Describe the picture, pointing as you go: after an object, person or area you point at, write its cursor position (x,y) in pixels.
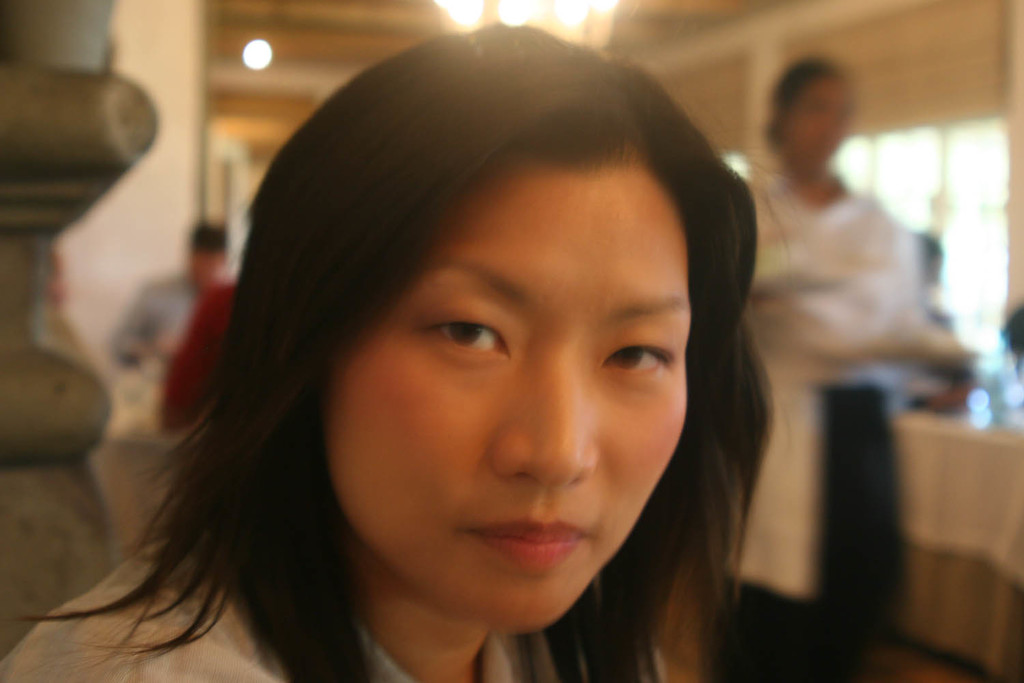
In this picture there is a woman (465,253) who is wearing white dress (226,643). She is sitting near to the wall (59,411). On the right (860,565) there is another woman (840,238) who is the wearing the white shirt (844,258), black trouser (874,456) and she is holding a tray (861,365), beside her we can see some peoples (941,385) were sitting near to the table (919,417). At the top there is a chandelier (602,10). On the left (213,339) there is a man (188,306) who is sitting near to the wall (117,285). On the right (879,172) background (917,165) there is a window (976,246).
